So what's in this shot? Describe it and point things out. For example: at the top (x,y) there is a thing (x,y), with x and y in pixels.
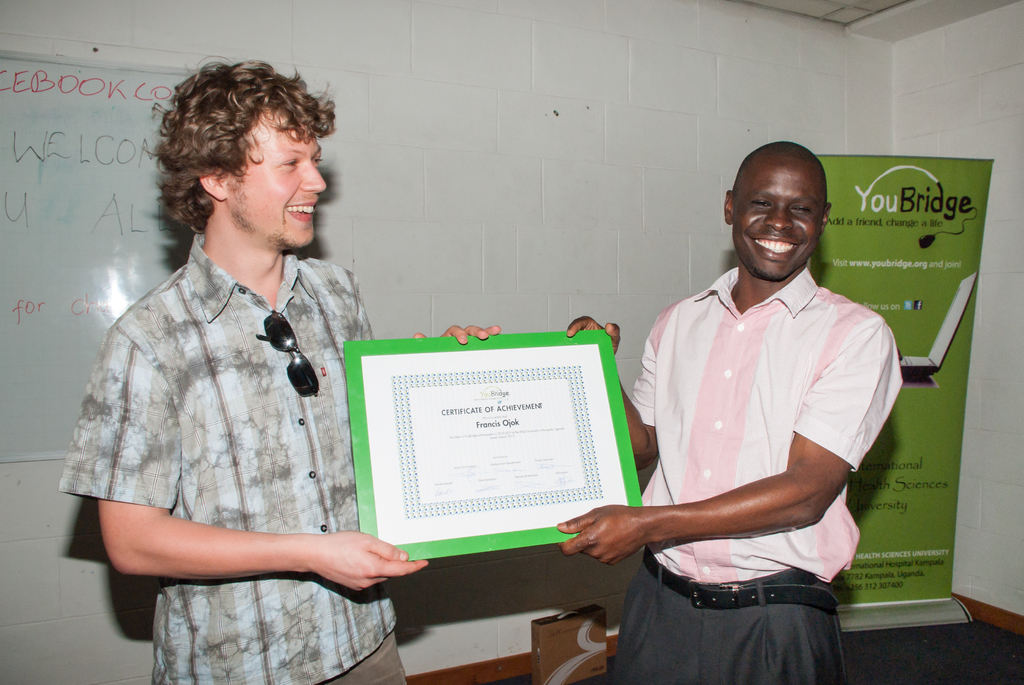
In this image I can see a two people (695,457) standing and holding frame (466,432). It is in green and white color. Back Side I can see a green color board (917,260) and a white wall (596,121).
